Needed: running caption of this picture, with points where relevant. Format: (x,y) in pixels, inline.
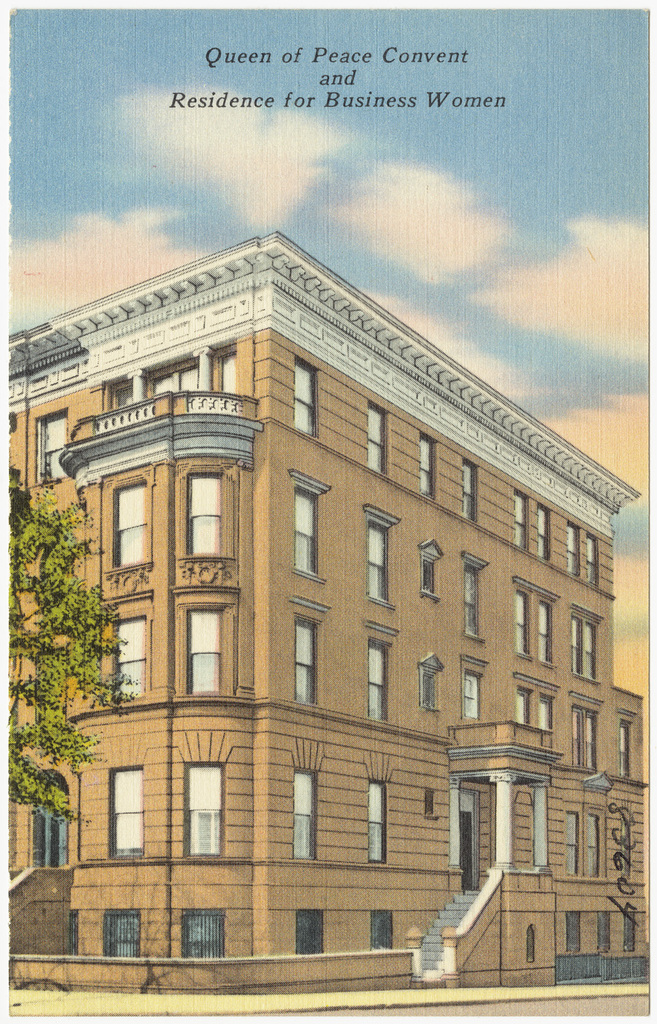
In this picture there is a poster (362,497). In the poster (209,458) I can see the building (261,648). On the left (55,492) I can see the trees (57,712). At the top of the poster (193,95) I can see the watermark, sky (203,38) and clouds (285,190).
